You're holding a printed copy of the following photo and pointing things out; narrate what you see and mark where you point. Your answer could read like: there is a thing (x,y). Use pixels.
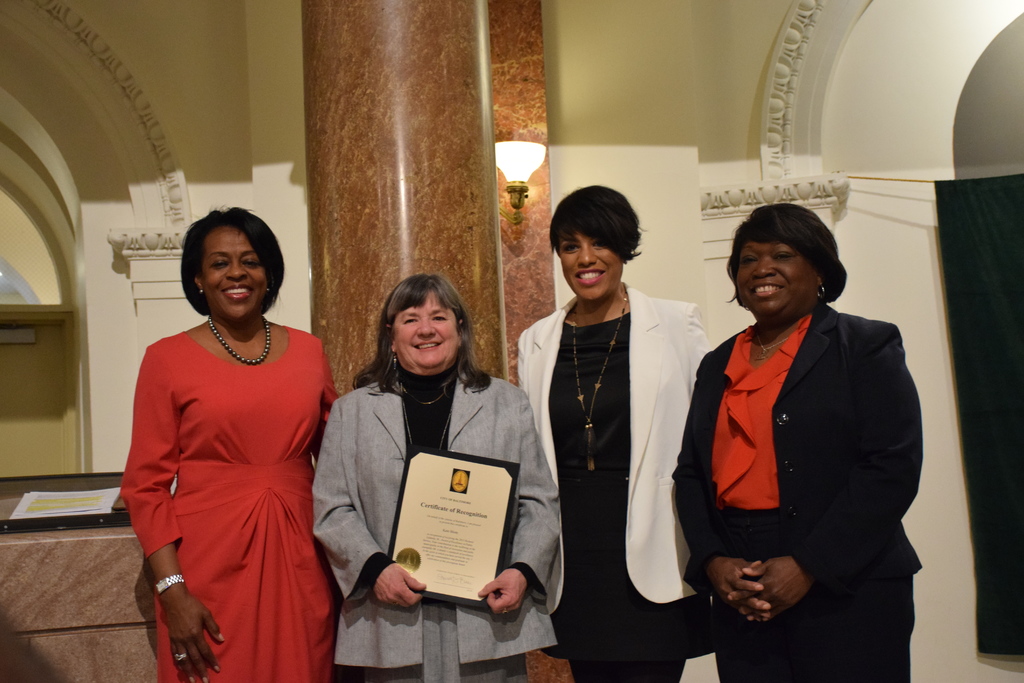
In this picture we can see four women (275,614) standing and smiling where a woman (476,392) holding a frame (397,557) with her hands (521,590) and at the back of her we can see a pillar (455,182), light (510,182), papers (114,492), arch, curtain (984,406) and the wall (695,130).
